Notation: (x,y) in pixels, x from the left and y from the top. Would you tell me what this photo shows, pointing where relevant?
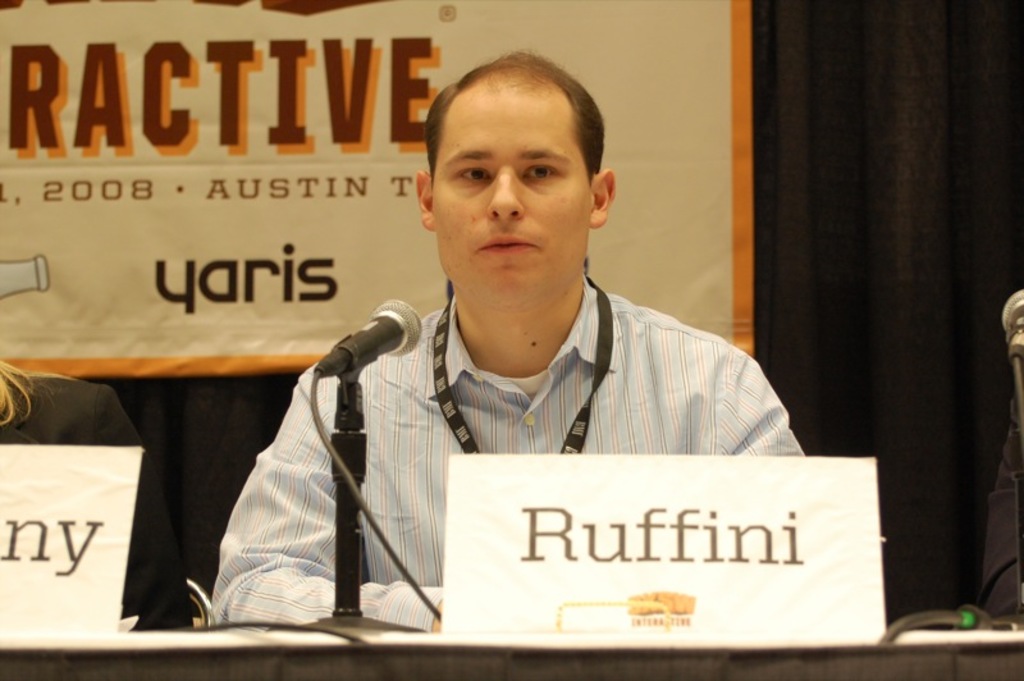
In this image we can see there are persons (445,420) sitting. And there is a table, on the table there are boards (53,467) and microphone (358,379). At the back (754,200) there is a curtain (808,224) and banner (112,324) attached to it.
